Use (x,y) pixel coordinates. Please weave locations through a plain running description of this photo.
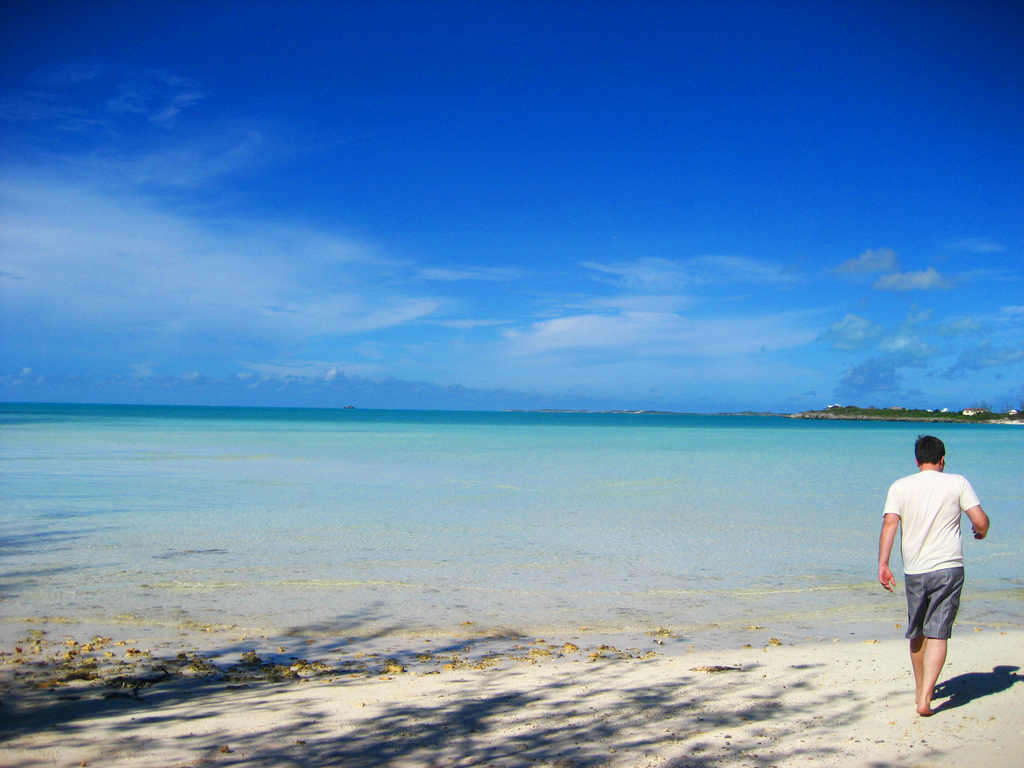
This picture is clicked outside the city. On the right (911,499) there is a person (921,517) walking on the ground (856,663). In the center (477,424) we can see a water body (61,418). In the background (886,148) we can see the sky (638,269) and some other objects (924,418).
